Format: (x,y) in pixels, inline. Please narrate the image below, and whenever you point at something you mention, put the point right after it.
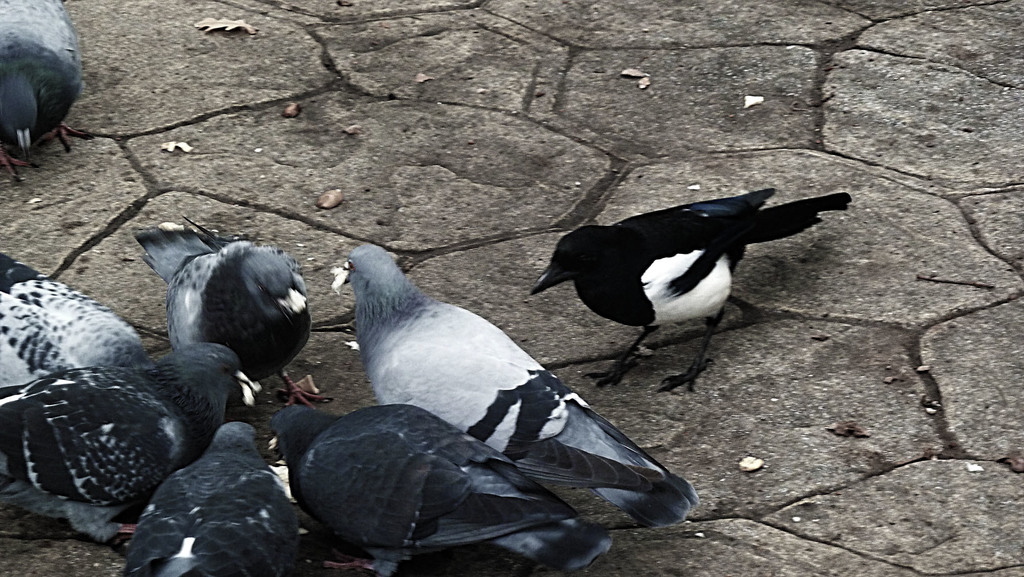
In the foreground of this picture (309,364), there are few pigeons (220,439) and a black bird (603,271) on the ground (417,176).
